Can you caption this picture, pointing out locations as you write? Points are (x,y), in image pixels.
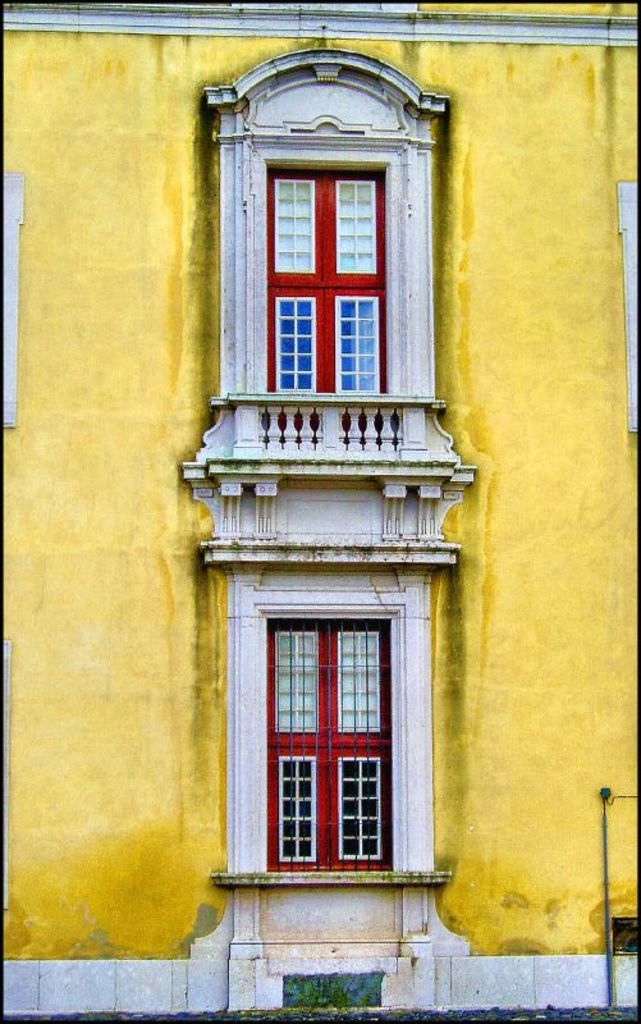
In this picture we can see a building (548,506) with yellow paint (261,55). we can see two windows (336,834) here which is red in colour.
